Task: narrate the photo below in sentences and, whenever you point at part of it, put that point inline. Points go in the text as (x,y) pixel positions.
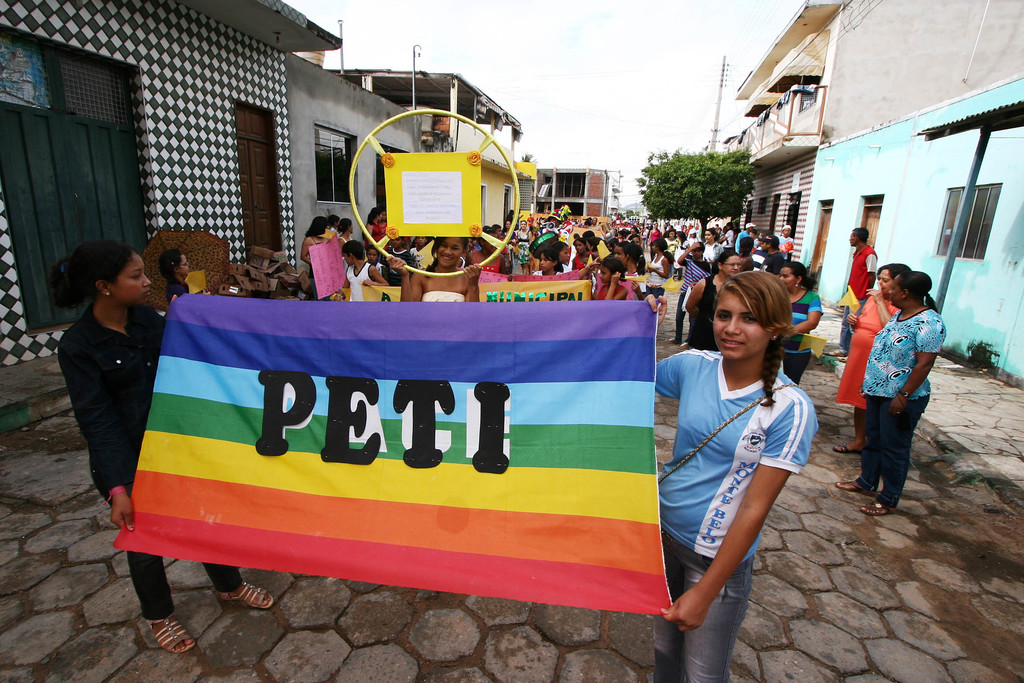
In this image, we can see a group of people (73,389) are on the path (804,570). We can see few people (674,368) are holding banners (531,406) and some objects (807,342). In the background (980,341), there are few houses (990,272), buildings (901,174), walls (1010,254), glass windows (337,156), poles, trees (685,184), wires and sky (602,55).
